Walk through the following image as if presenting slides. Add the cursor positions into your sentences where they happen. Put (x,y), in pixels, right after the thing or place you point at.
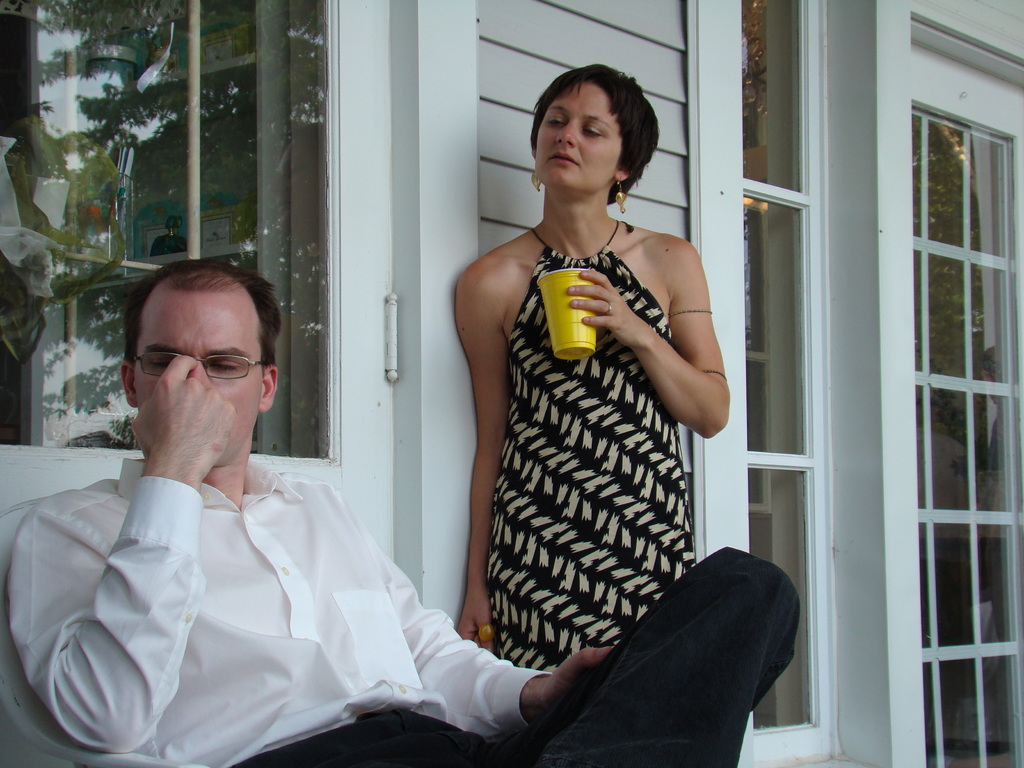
In this image we can see a male person (178,641) wearing white color shirt (312,704), black color jeans (535,725) and female person (546,474) wearing black color dress (607,456), male person (292,510) sitting on a chair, female person (536,480) standing and leaning to the wall (446,222) holding some coffee glass (562,335) in he hands (607,325) which is of gold color and in the background of the image (460,121) there is a wall (429,12) and glass doors (746,423).
